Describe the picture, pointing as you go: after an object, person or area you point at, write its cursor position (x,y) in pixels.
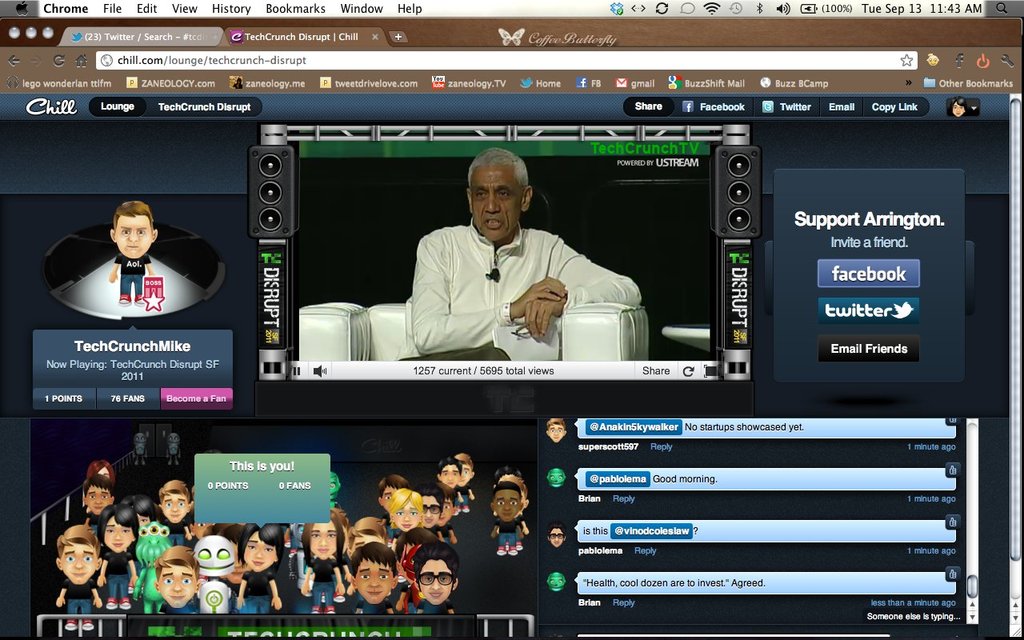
This is an edited image. This picture might be a poster. In this picture, we see a man (535,319) is sitting on the sofa chair (390,315) and he is holding the spectacles (524,325) in his hand (549,320). He is trying to talk something. At the bottom (135,518), we see the animated man (179,573) and the woman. On the right side (739,298), we see some text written on it.
